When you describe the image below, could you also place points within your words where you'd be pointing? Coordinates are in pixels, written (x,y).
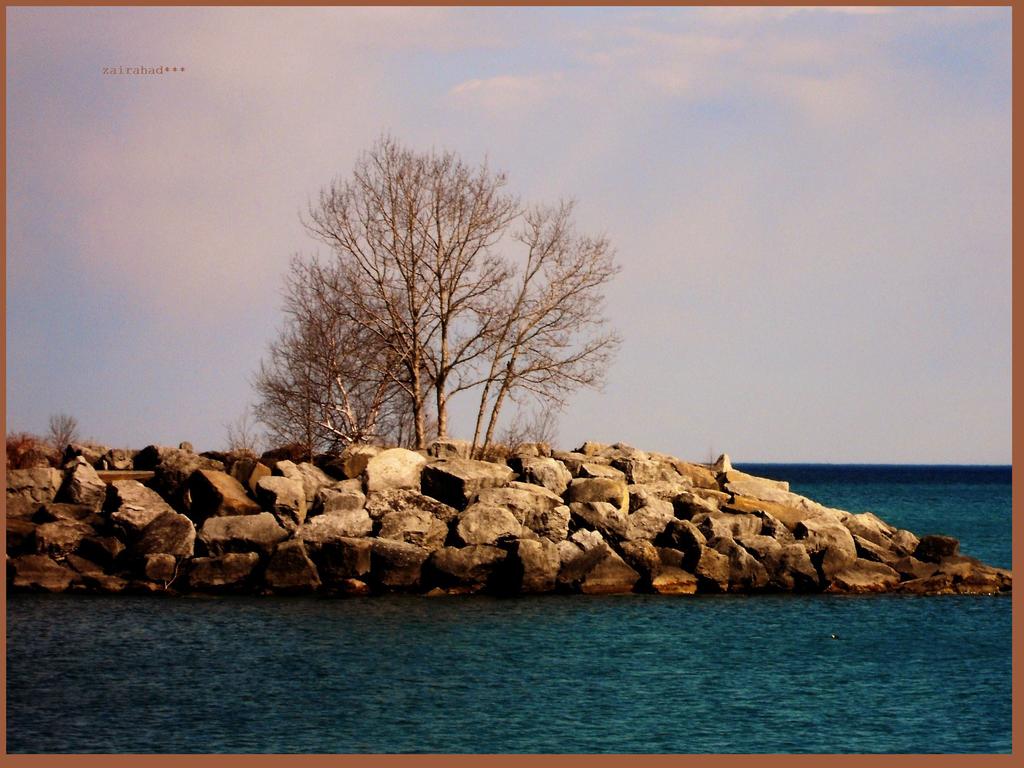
In this picture we can observe some rocks (497,546) and dried trees (343,383). We can observe water (789,669). In the background (931,232) there is a sky (376,132) with some clouds (94,198).
